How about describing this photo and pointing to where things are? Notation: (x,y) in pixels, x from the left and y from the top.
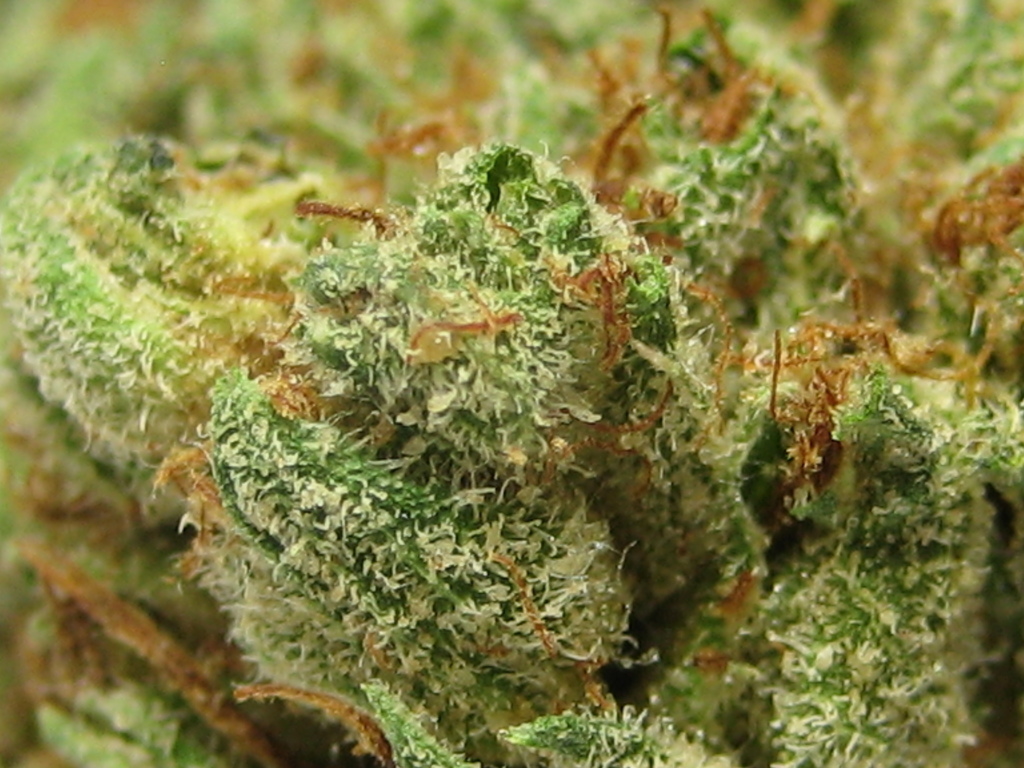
This picture contains a cannabis plant (452,404) which is green in color. It is blurred in the background (826,94).
